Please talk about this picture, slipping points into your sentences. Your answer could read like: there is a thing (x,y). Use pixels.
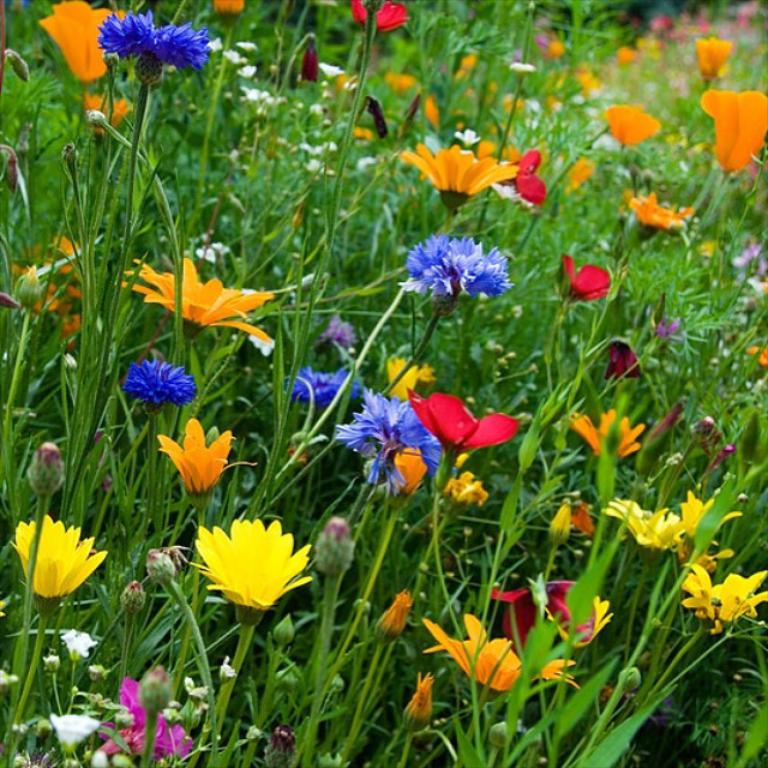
In this image, we can see so many flowers (648,515), plants (340,499) and leaves (7,520).
